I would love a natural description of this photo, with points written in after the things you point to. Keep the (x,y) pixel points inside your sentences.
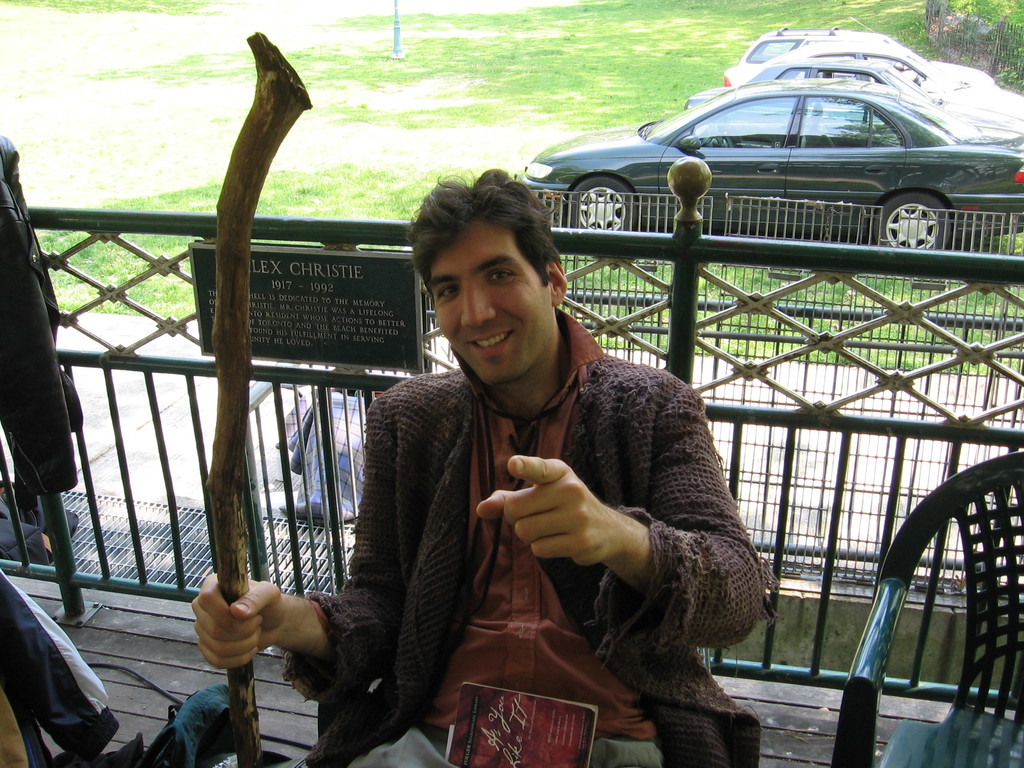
In this picture I can see there is a person (567,664) sitting in the chair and he is holding a wooden stick (252,767), there is an empty chair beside him, there are few cars (803,132) in the backdrop (845,157).
